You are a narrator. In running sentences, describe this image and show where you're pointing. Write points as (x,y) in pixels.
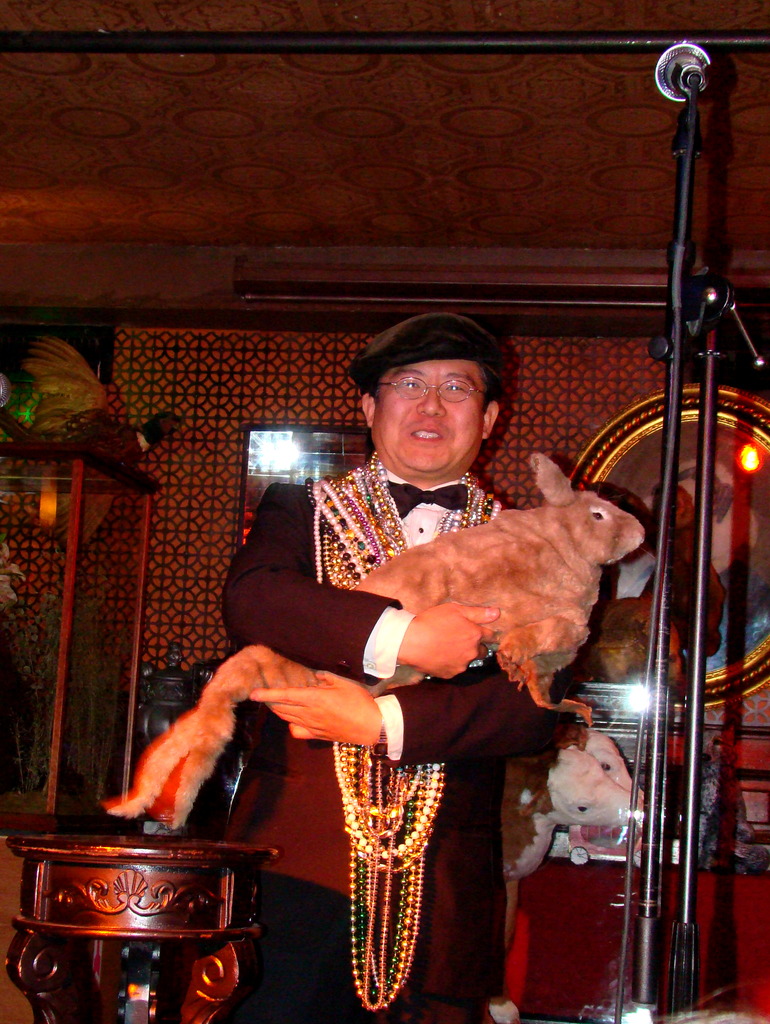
In this image, we can see a person (268,732) standing and holding an animal (412,573) and wearing chains (377,515), glasses (417,386) and a cap (431,350). In the background (77,417), there is a mic stand (672,442), mirror (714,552), toys (599,752), lights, a glass box (104,631) and some objects (55,417) on it and a stand (122,899) and we can see a frame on the wall (239,421). At the top (336,174), there is roof (310,191).
